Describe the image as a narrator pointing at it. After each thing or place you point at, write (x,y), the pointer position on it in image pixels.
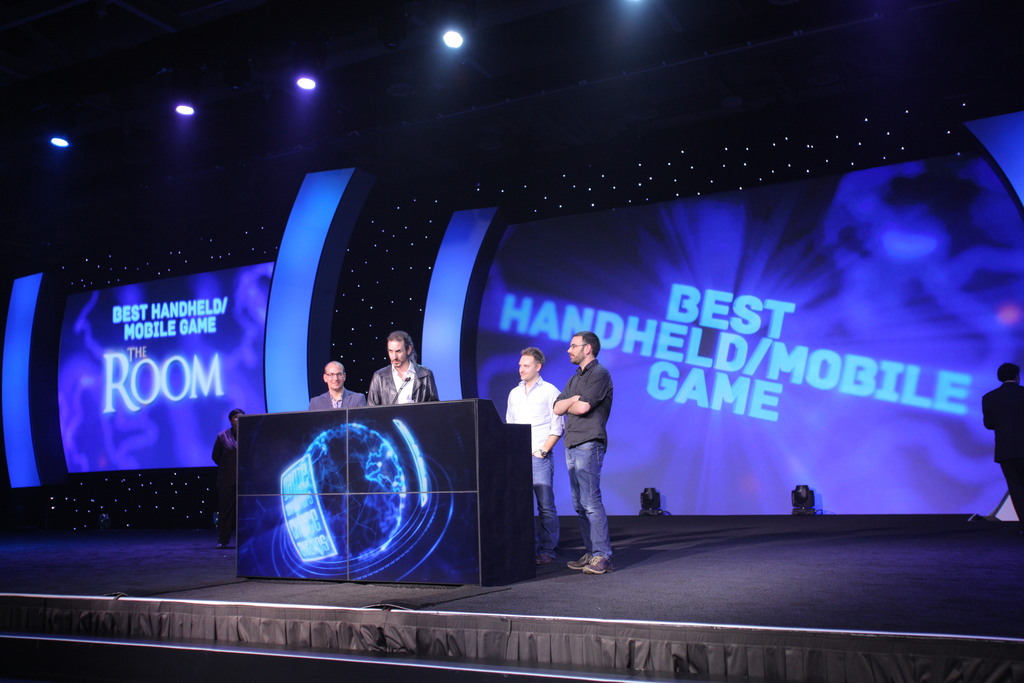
In this image I can see a stage (751,551) which is black in color and a podium (360,543) on the stage (800,573). Behind the podium (389,416) I can see few persons (533,370) standing and on the podium (464,403) I can see a microphone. In the background (188,429) I can see few persons (224,543) standing, a huge screen (632,393), few lights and the dark background (494,15).
